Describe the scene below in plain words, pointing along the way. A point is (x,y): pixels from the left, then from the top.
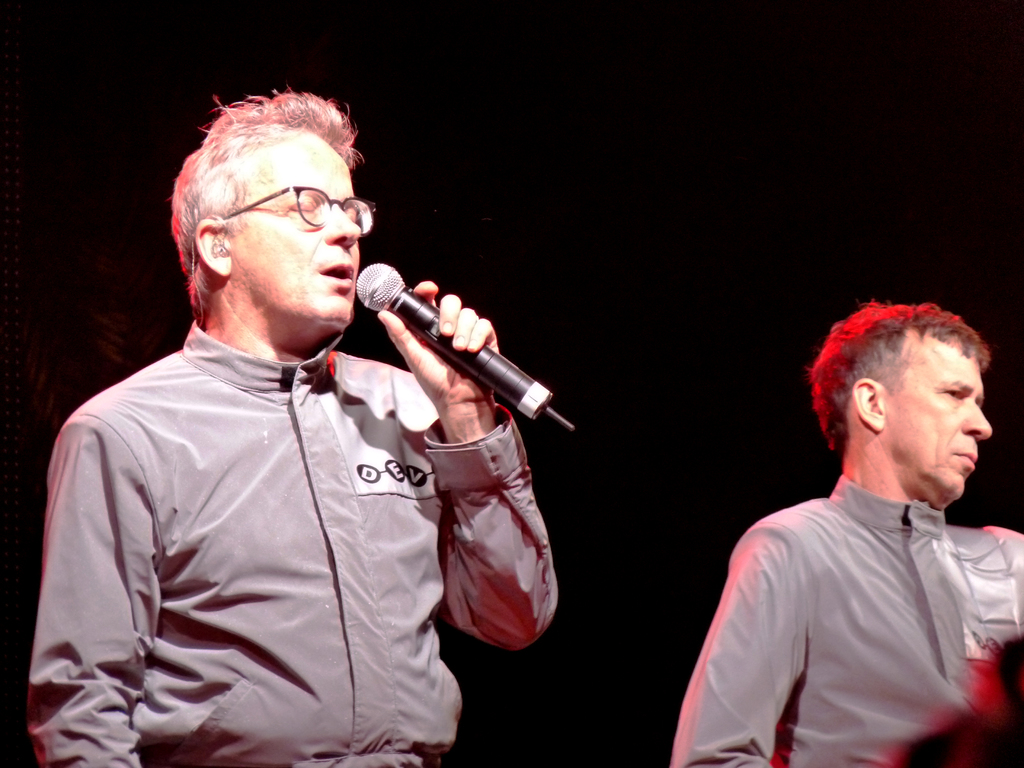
In this picture we can see two men (809,624), a man (433,570) on the left side (334,340) is holding a microphone (404,298) and speaking something, there is a dark background (785,188).
